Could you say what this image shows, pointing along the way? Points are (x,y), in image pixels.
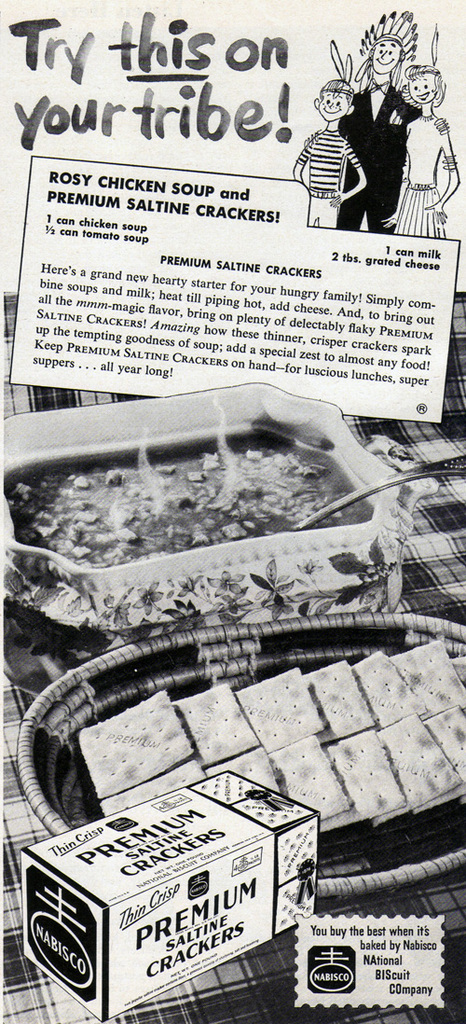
This is a black and white pic. We can see food items (347,520) in the plates (212,596), spoons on a platform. There are cartoon pictures (316,171), texts (157,930), picture of a box (175,909) on the image.
